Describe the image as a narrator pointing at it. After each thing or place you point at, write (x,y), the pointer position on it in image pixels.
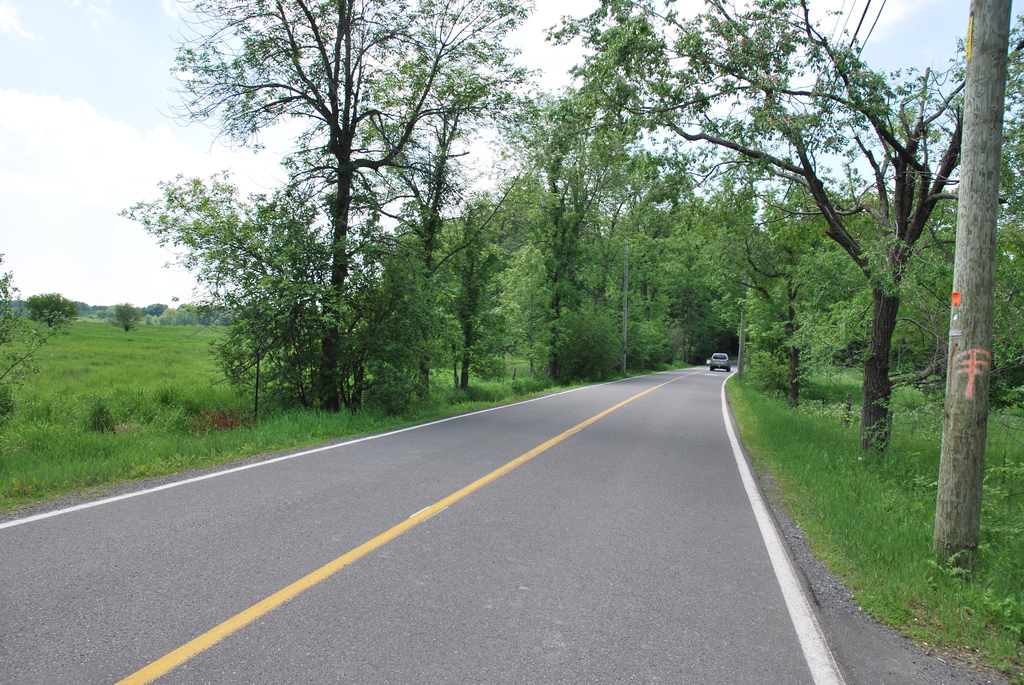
In this image there is the sky (150,116), there are trees (704,287), there is grass (158,385), there is a tree (21,312) truncated towards the left of the image (3,303), there are poles (963,119), there are wires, there is road (571,445), there is a vehicle (720,358) on the road (622,417).
